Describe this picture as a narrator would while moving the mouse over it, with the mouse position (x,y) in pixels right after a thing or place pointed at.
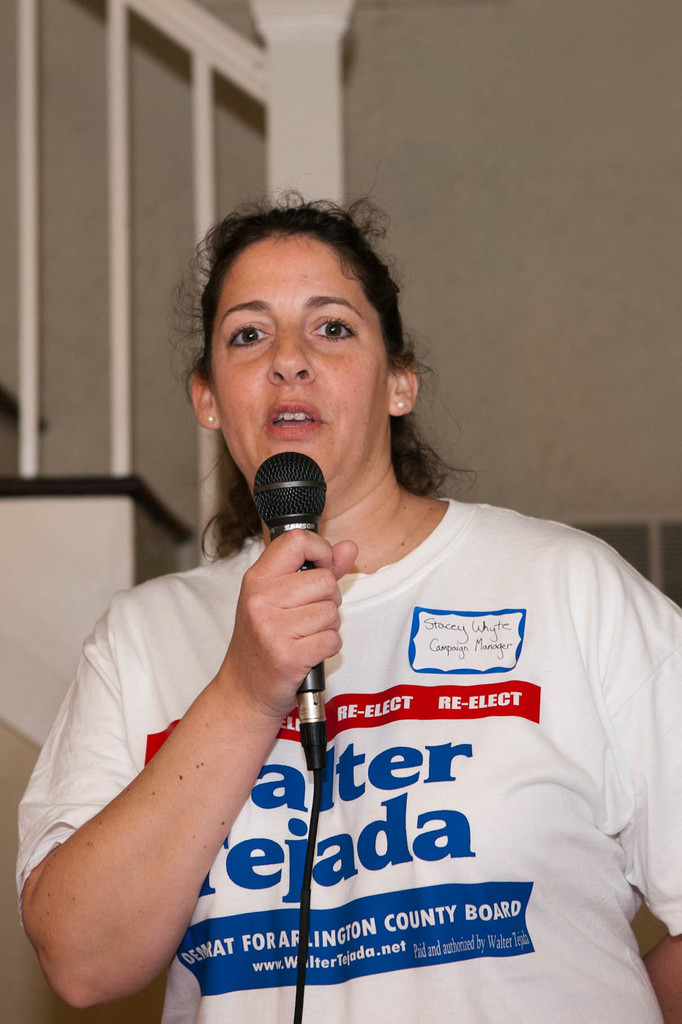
In this image, we can see a woman (344,670) is holding a microphone (283,531). She is watching and talking. Background (542,427) we can see wall (511,454), stairs (68,530) and railing (22,345).
